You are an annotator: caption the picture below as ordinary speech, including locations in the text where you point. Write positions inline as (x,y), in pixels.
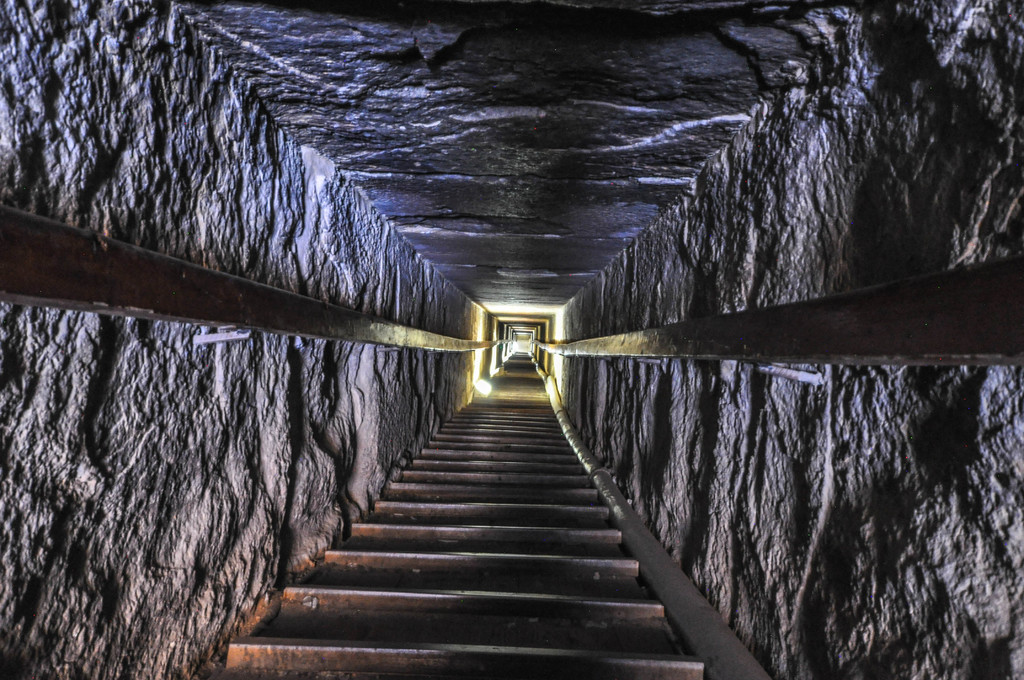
In this picture, there is a tunnel (603,292). At the bottom (514,609) there are iron bars (512,460). Towards the left (105,272) and right, there are poles (910,298) attached to the stones (913,385).
